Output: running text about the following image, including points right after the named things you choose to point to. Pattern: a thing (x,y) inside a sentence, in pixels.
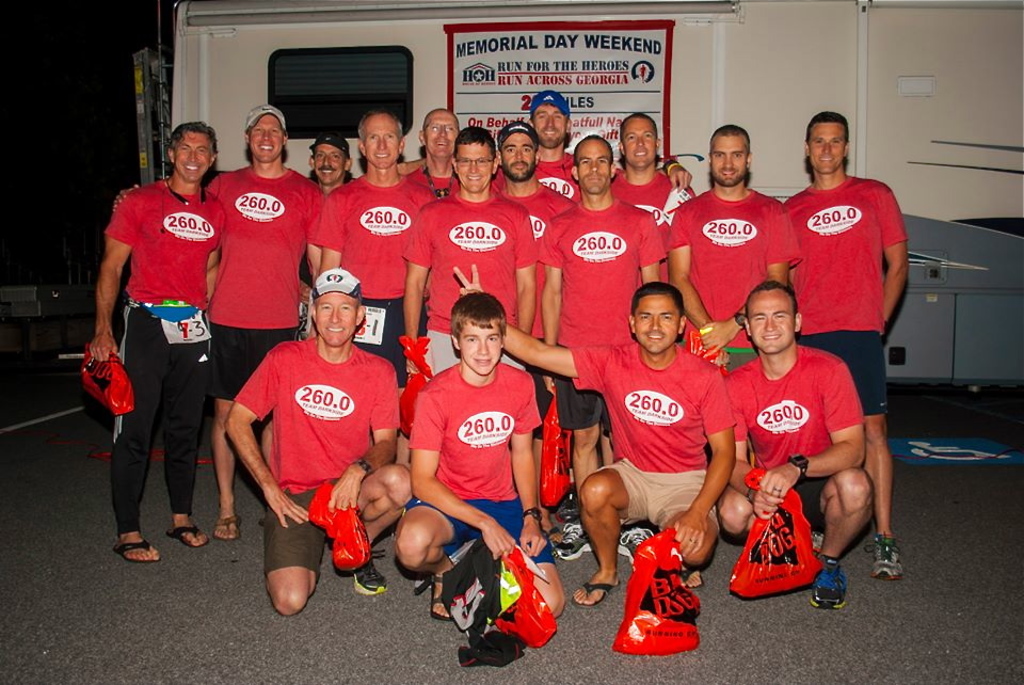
In this image we can see a few people (448,416), among them, some people (515,404) are carrying the objects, behind them, we can see a vehicle (733,84), on the vehicle (752,80) we can see some text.
